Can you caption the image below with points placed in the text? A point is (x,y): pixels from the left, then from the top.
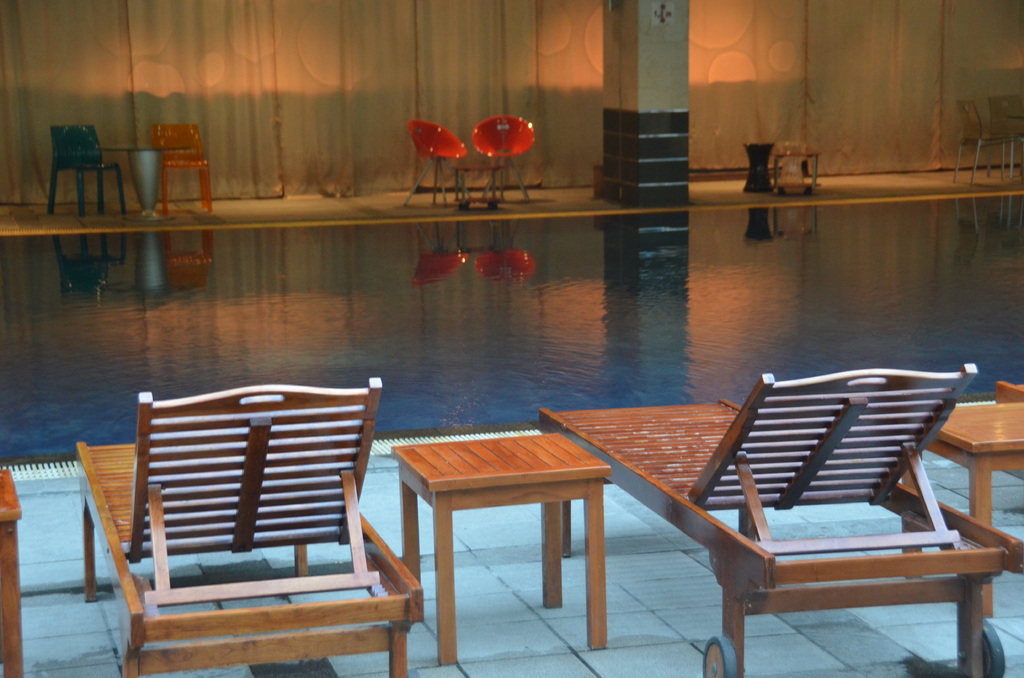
This picture shows swimming pool (563,299) we see chairs (529,141) and tables (157,177) and we see a cloth (544,84) around.
